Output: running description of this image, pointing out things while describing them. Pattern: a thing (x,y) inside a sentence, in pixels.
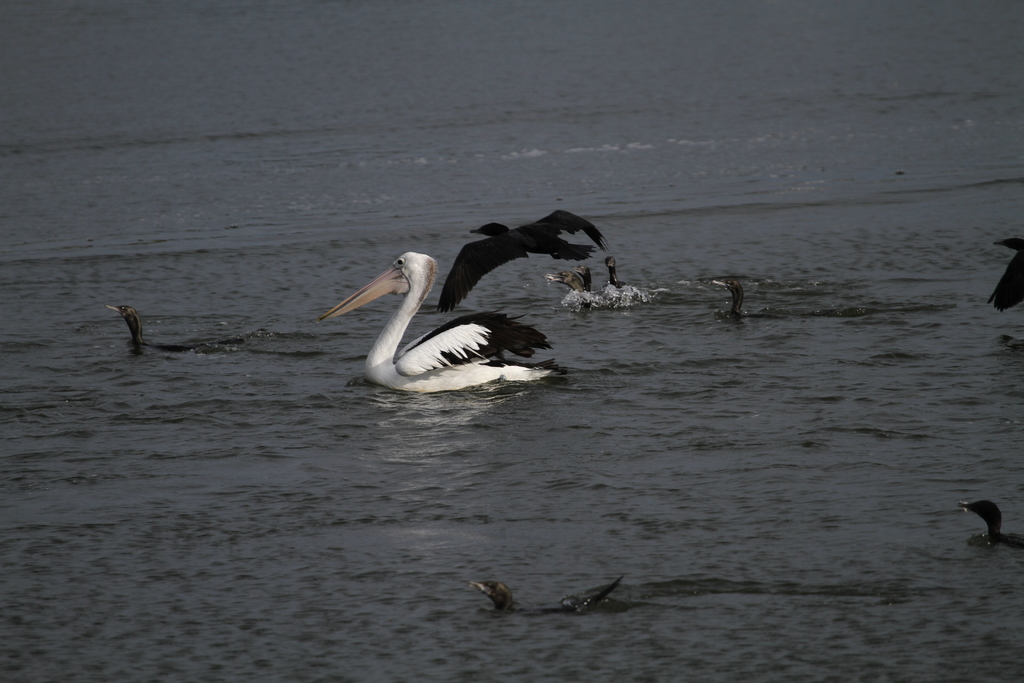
At the bottom of this image (489,594), there are two birds (1000,513) swimming in the water (943,602). In the background (1019,264), there are other birds (346,301). Some of them are swimming in the water (594,220).
